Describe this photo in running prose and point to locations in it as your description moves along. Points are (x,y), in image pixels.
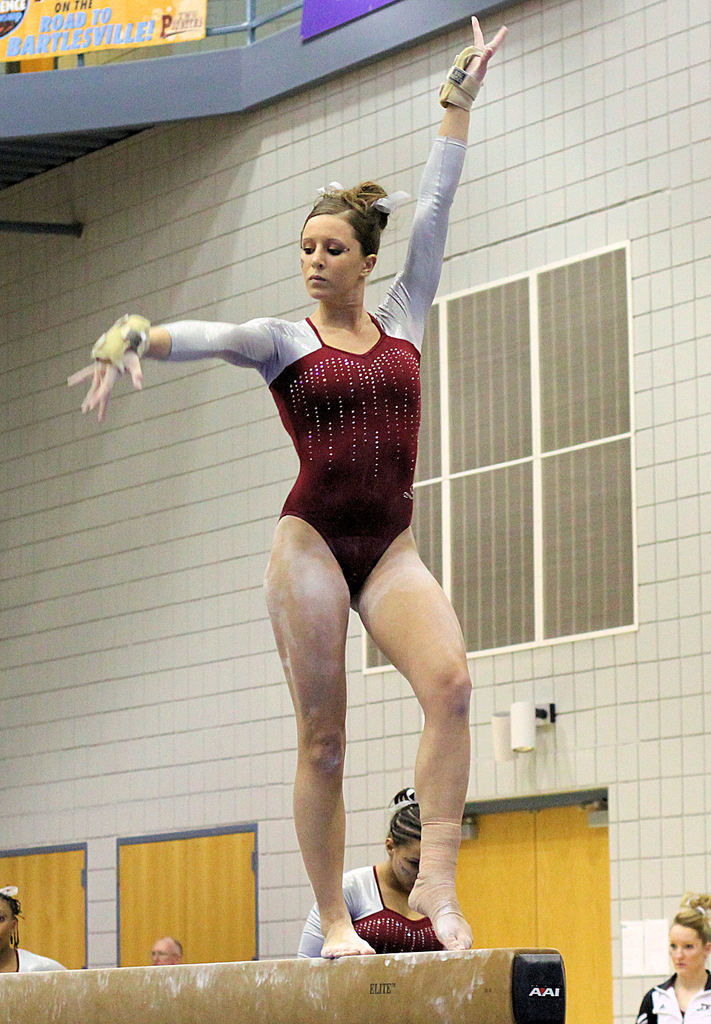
In this image a woman (444,608) performing gymnastics on a beam (25,987), in the background (662,977) there are people (685,959) standing and there is a wall (38,254) to that wall (564,213) there is a window (557,589) and doors (504,909).
